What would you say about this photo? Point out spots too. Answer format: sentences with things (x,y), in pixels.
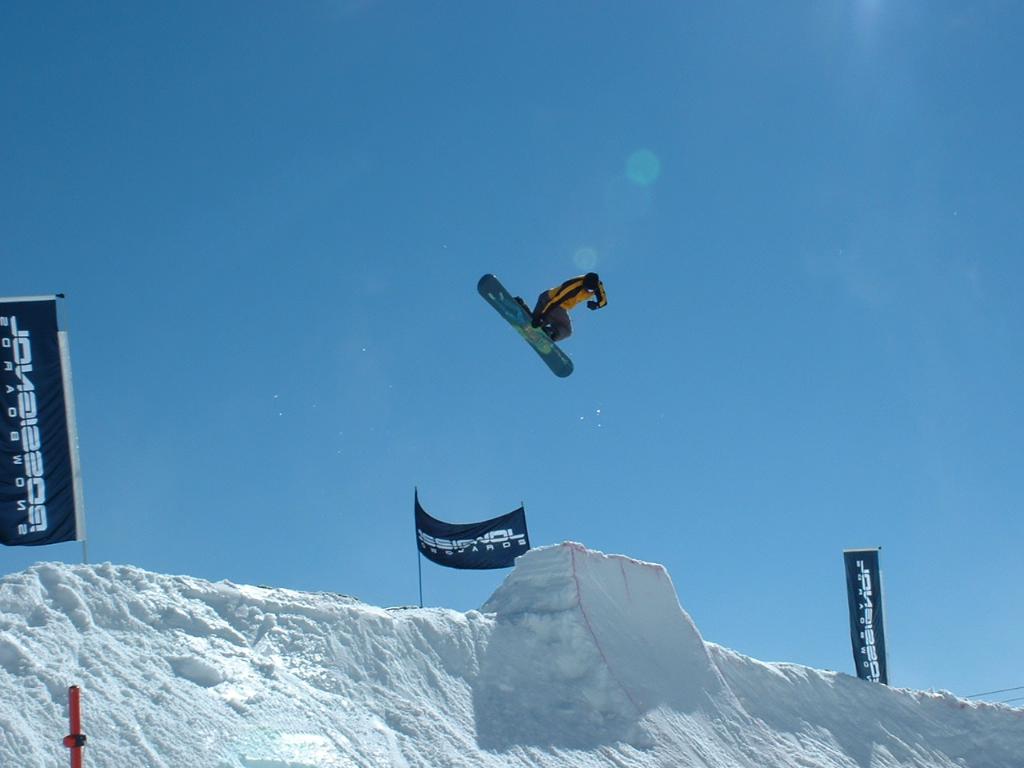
In this image we can see a person (598,304) doing snowboarding. At the bottom (381,665) we can see the snow (466,636). On the snow (354,632) we can see the banners (433,523) with text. Behind the person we can see the sky (423,328).
